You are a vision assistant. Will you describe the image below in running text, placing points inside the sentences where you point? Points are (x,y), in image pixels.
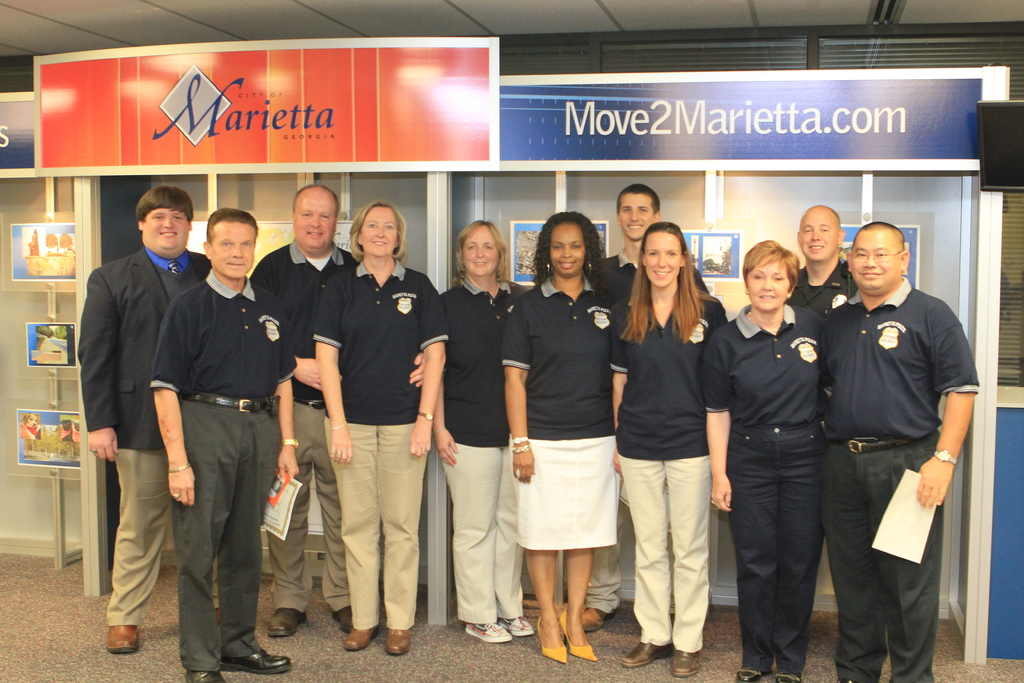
There are people (699,414) standing and smiling and he is holding a paper (918,547). In the background (965,145) we can see boards (31,277) and television (986,168).
